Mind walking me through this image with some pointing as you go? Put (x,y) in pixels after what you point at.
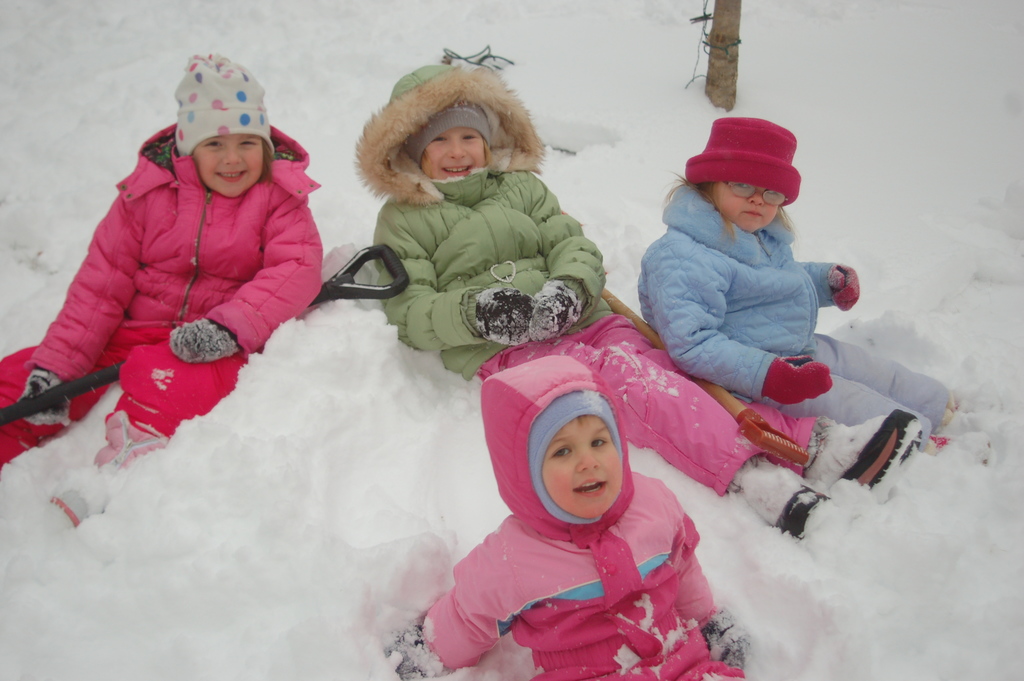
In this image we can see kids (489,413) sitting on the snow (439,533). They are wearing jackets (595,597) and caps (706,168). We can see shovels (328,284).
